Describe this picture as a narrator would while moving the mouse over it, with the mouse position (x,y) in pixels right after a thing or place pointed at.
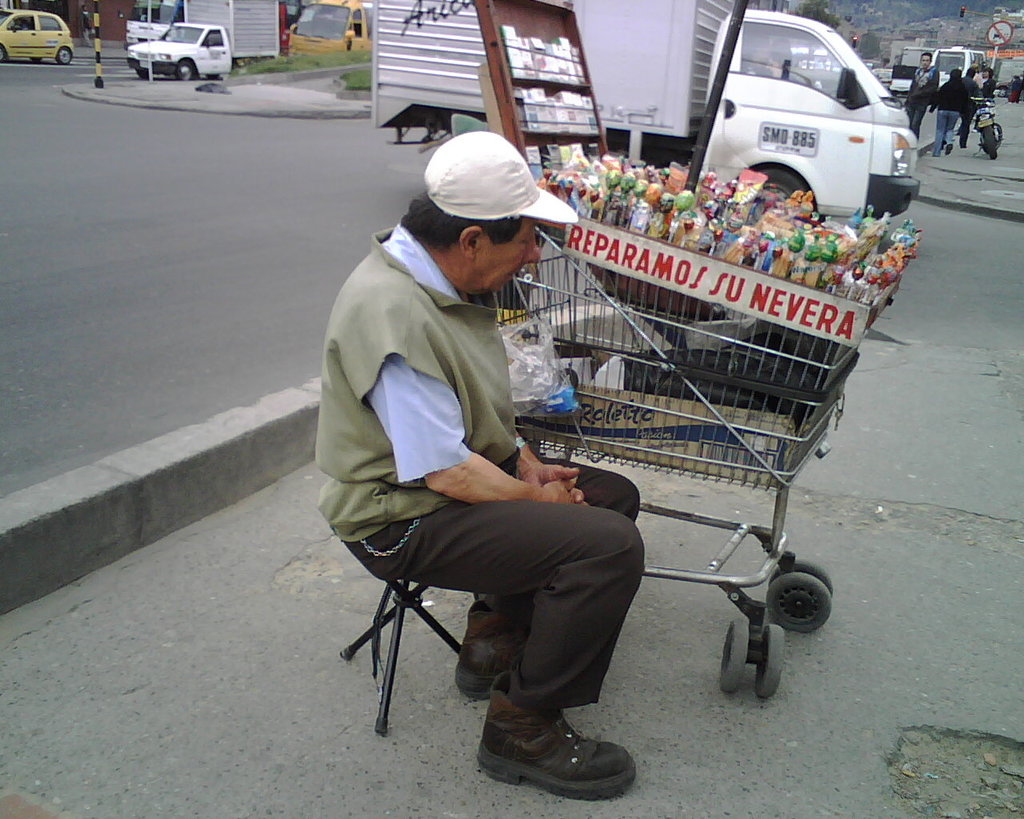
In this image we can see this person (489,409) wearing dress (493,404), cap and shoes (501,669) is sitting on the stool (391,693). Here we can see the trolley (740,339) on which we can see few objects (574,200) are kept. In the background (53,33), we can see vehicles (736,54) on the road (384,131), people (961,89) walking on the road (971,162), we can see caution boards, grass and the trees (869,42).
